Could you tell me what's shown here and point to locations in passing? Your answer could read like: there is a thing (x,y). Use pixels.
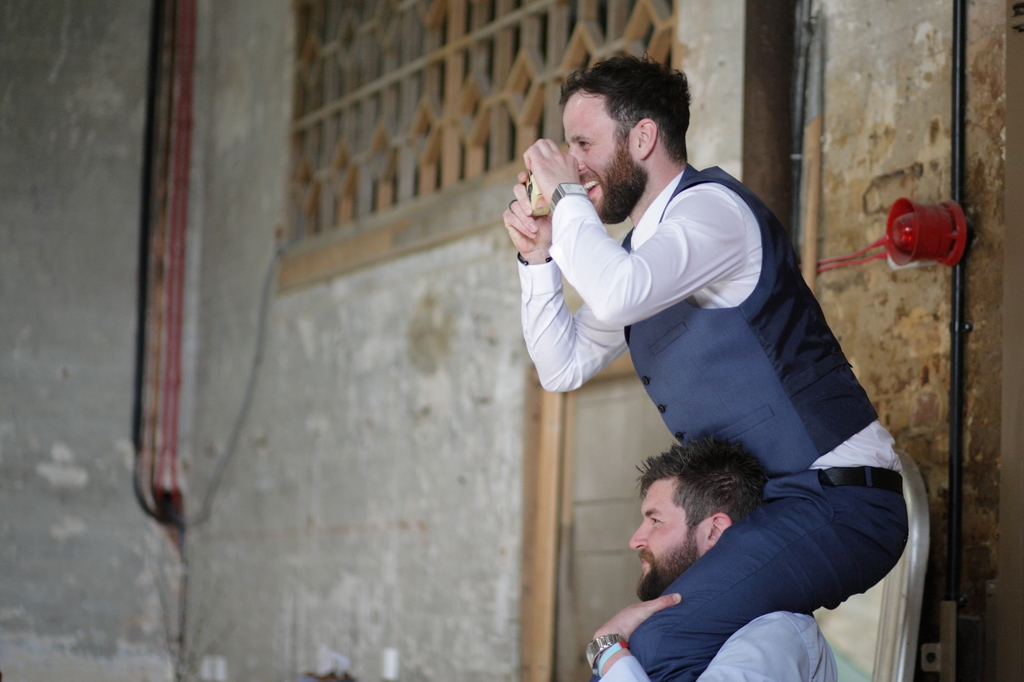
In this image a person (705,419) is sitting on the other person (756,655). He is wearing a watch (589,651). This person (659,234) is holding some device (537,197) in his hand (523,213). Background (977,254) there is wall (44,620) having window (420,34) and a door (572,472) to it.
